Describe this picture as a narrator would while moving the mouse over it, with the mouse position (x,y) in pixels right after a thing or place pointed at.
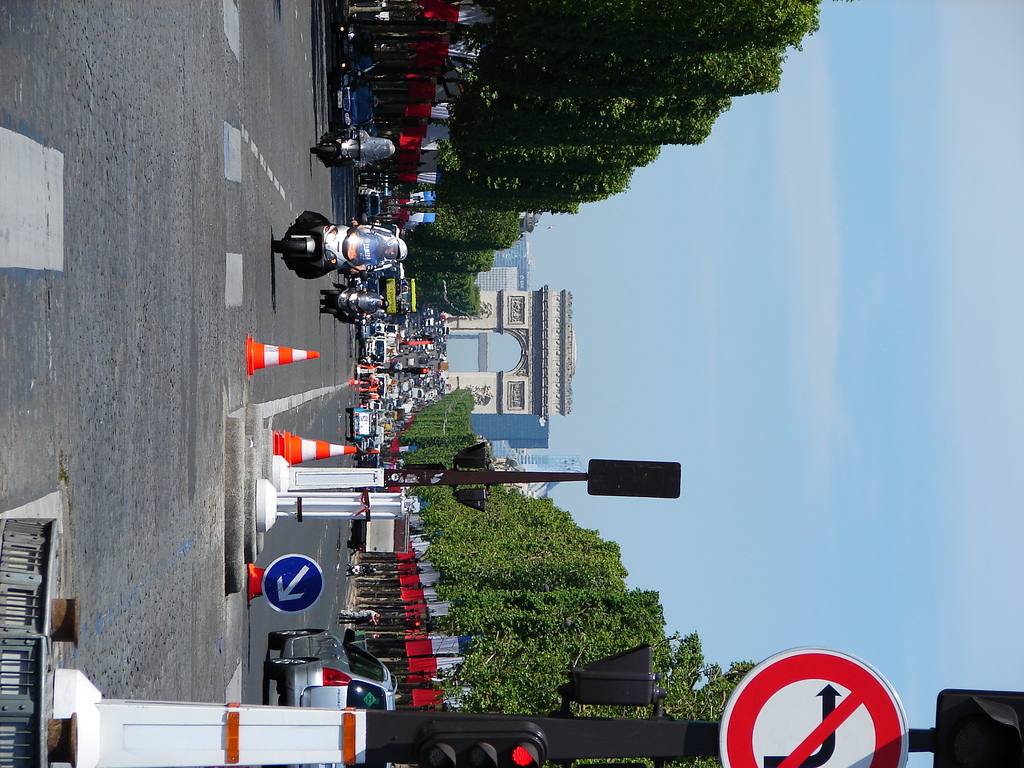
In this picture we can see bikes (386,243), cars (391,348) and traffic cones (276,353) on the road (327,337). On the bottom (379,665) there is a car (349,663) near to the traffic signal (566,720) and sign board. In the background (508,268) we can see monuments (498,307) and buildings (480,274). At the top (659,83) and bottom we can see many trees (542,123). On the right (835,288) we can see sky (893,393) and clouds (968,372). in the middle (373,334) we can see some people (376,294) are driving the vehicle (352,234).
